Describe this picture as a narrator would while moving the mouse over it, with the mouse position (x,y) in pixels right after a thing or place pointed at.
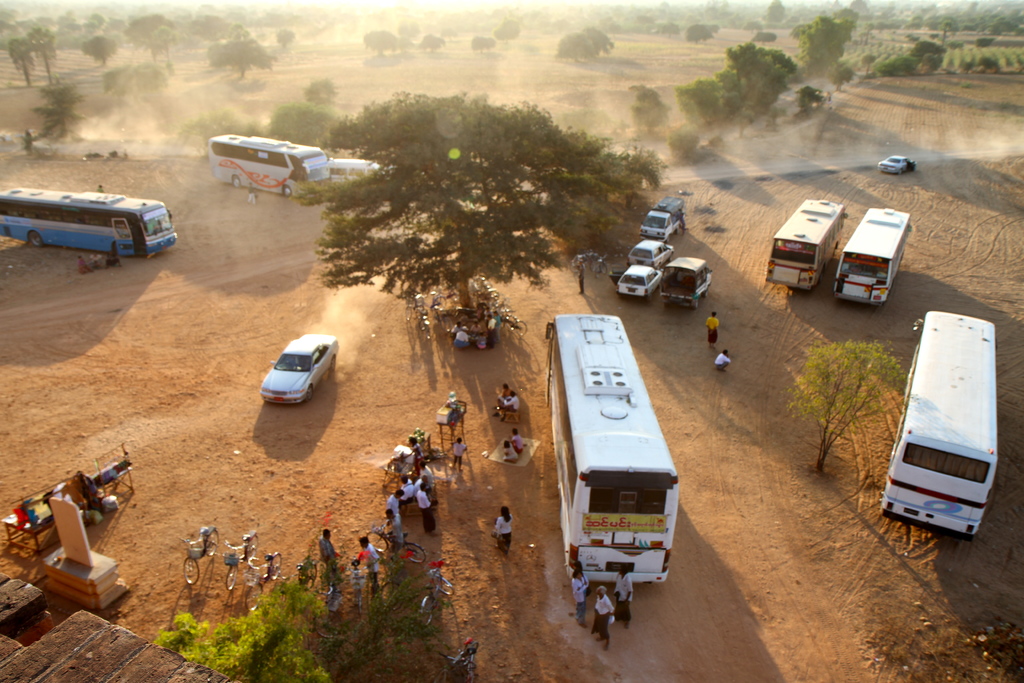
In this image we can see a vast land (858,215) where so many trees (471,203) are present and vehicles (641,440) like buses (613,421), cars (653,242) and auto (690,279) are there. In the middle of the image (457,451) people (424,500) are sitting and standing near the bicycle (359,574).
